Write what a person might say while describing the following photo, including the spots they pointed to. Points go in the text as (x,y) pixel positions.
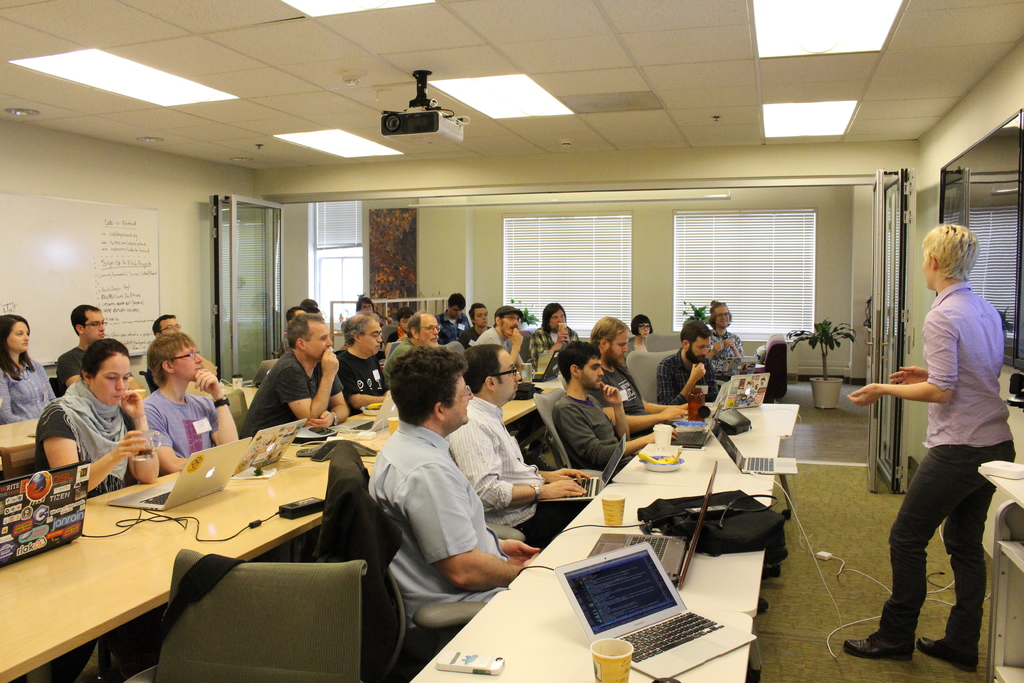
In the image I can see people (445,479) among them the person (963,602) on the right side (963,420) is standing on the floor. The people (400,371) on the left side (268,353) I can see people (397,447) sitting on chairs (542,449) in front of tables (651,488). On tables (107,552) I can laptops (596,581), glasses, wires (155,513) and some other. In the background (750,333) I can see plant pots (819,344), windows blinds (572,256), lights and some other objects (423,115) on the ceiling (611,115) and board (47,270) attached to a wall (117,200).
